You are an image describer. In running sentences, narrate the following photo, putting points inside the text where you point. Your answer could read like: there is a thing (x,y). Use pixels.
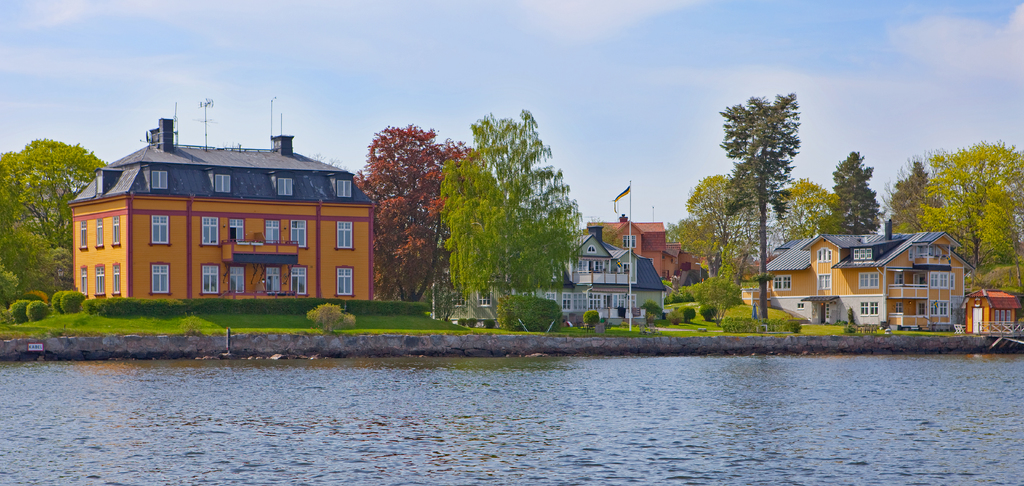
We can see water (500,410), grass (625,330) and plants (132,307) and we can see flag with pole (630,291). We can see buildings (646,271), trees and sky (618,187) with clouds (391,68).
